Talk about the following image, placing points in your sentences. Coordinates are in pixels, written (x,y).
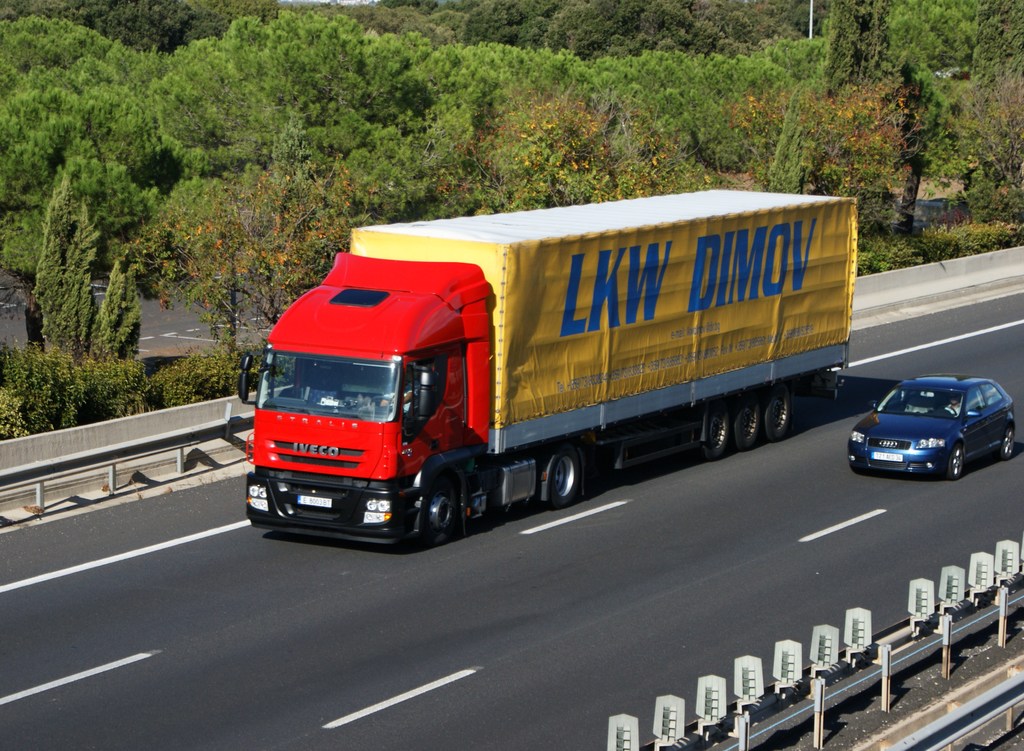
In the middle of the image (473,251) a truck (352,525) is moving on the road (614,516) beside there is a car (970,414) in which a person (958,404) is sitting inside the car (949,387). At the background (1001,187) there is full of trees (187,295). Both sides of the road (924,343) there is fence (11,465).
